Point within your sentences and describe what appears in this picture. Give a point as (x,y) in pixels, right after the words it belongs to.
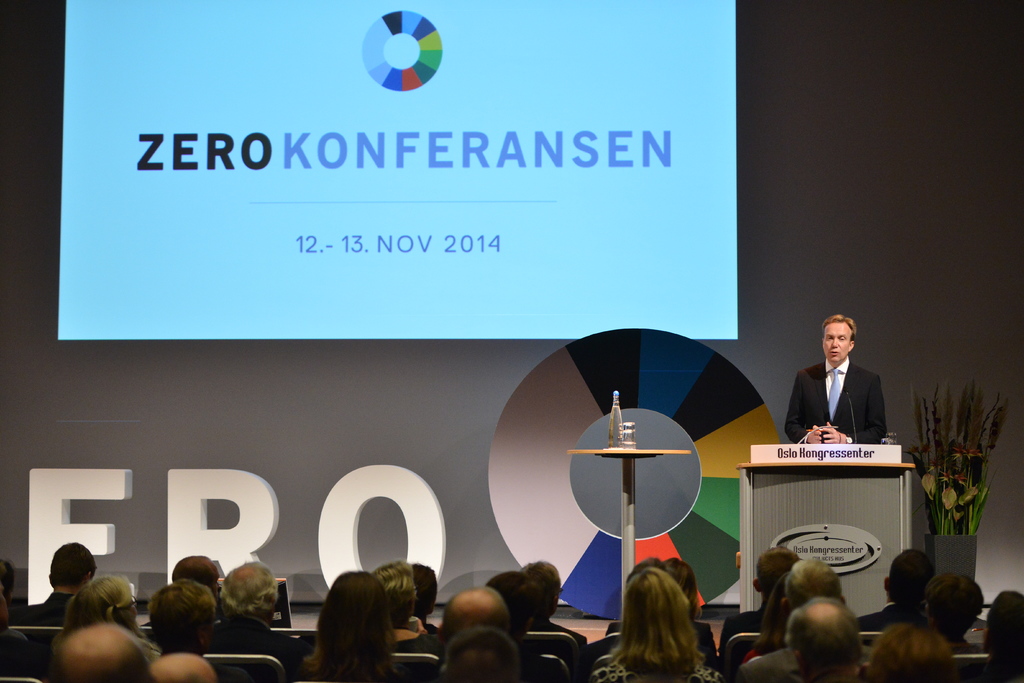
At the bottom (67,563) I can see a crowd (191,561) is sitting on the chairs (248,665) and a person (877,414) is standing in front of a table (861,469). In the background (906,432) I can see a wall (278,394), screen (527,293) and a houseplant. This image is taken in a hall (505,453).
